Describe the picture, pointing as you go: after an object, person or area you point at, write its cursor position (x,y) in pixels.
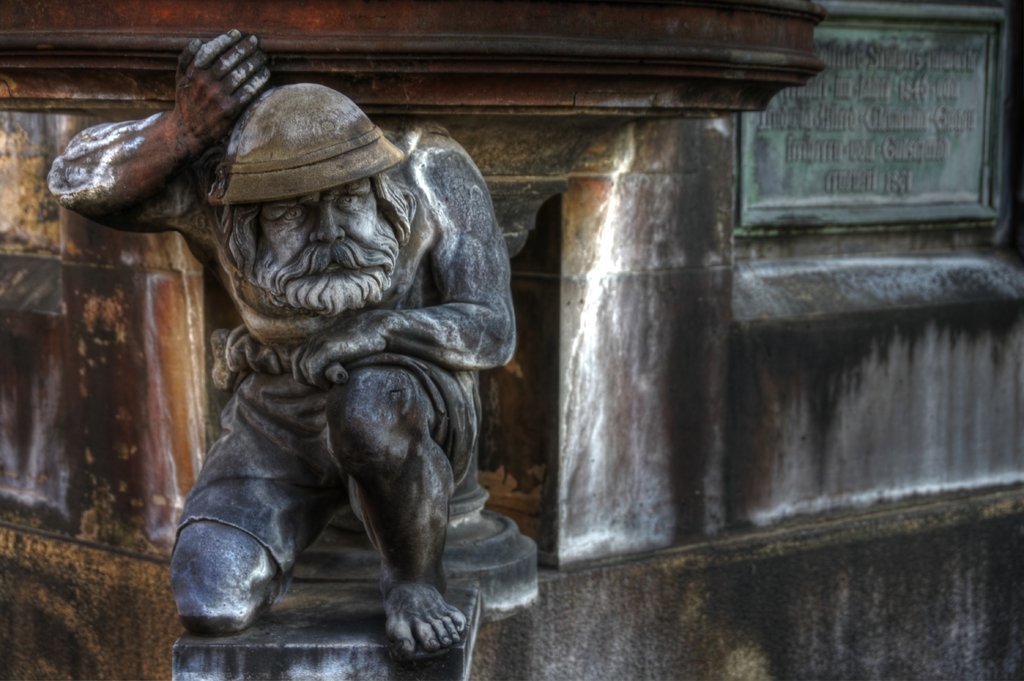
In this picture there is a stone statue (389,404) of the man (419,510). Behind there is a stone naming plate (973,89) and a huge rock pillar (89,517).
